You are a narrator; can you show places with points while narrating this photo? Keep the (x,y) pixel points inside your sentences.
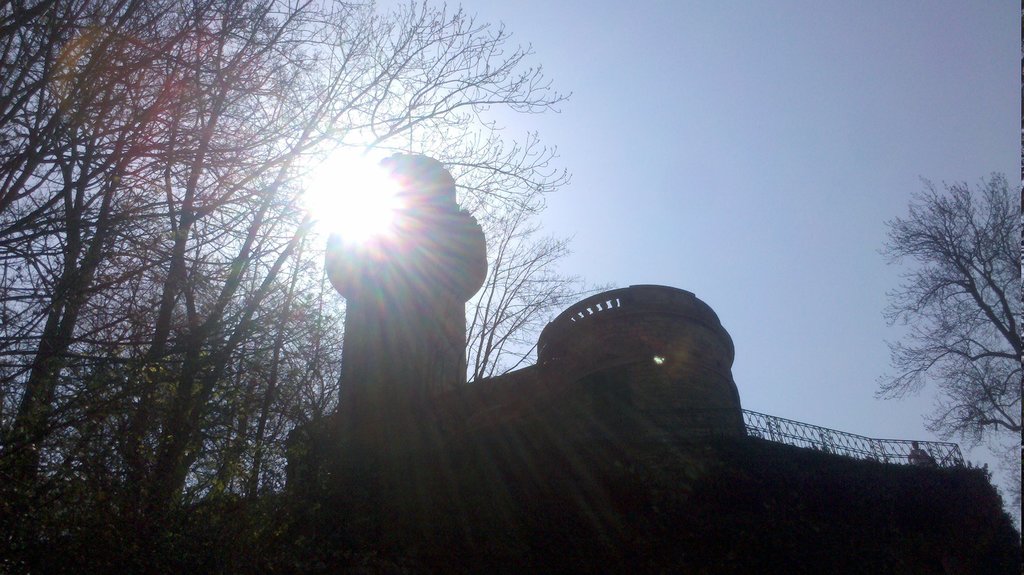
In this image in the center (409,331) there is a building (849,494), and on the right side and left side (132,505) there are trees (173,439). At the top (650,142) there is sky (727,150), and on the right side of the building (723,430) there is a railing (898,453).
